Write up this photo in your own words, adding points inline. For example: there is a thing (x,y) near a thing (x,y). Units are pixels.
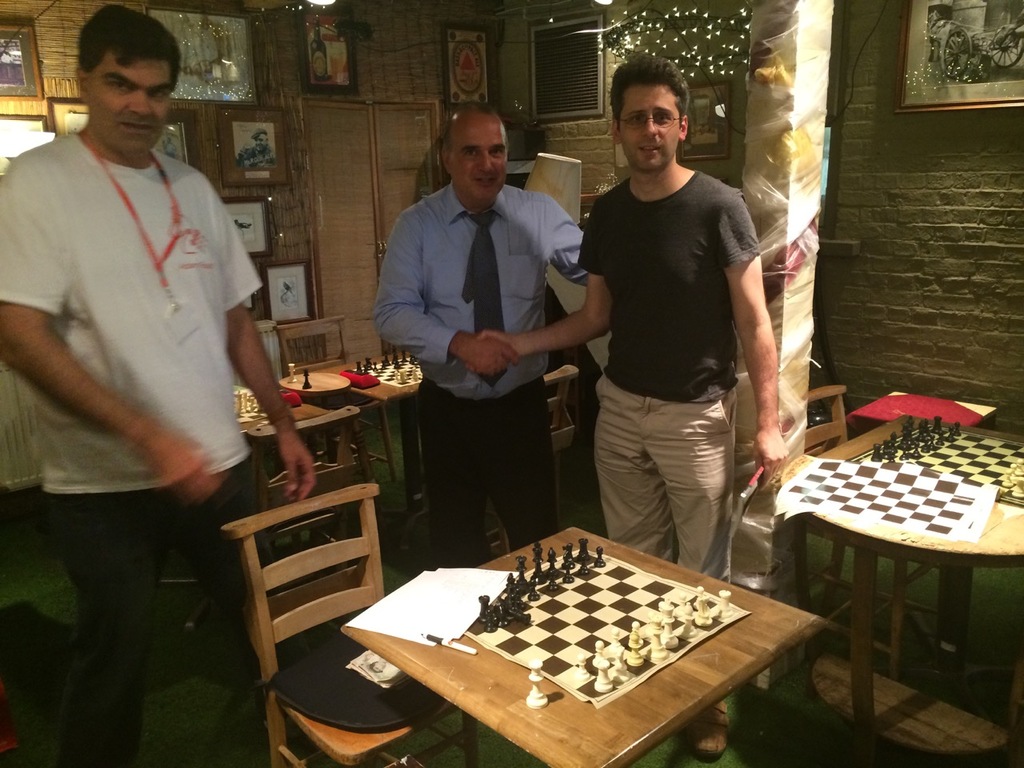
In the image we can see three people (377,298) standing. There are many chairs (291,603) and table (438,677), on the table (565,695) we can see a chess board (565,648), these are the chess coins (510,593). This is the pillar (783,157) and a photo frame (920,69) stick on the wall (877,85). There are lights (696,19).
